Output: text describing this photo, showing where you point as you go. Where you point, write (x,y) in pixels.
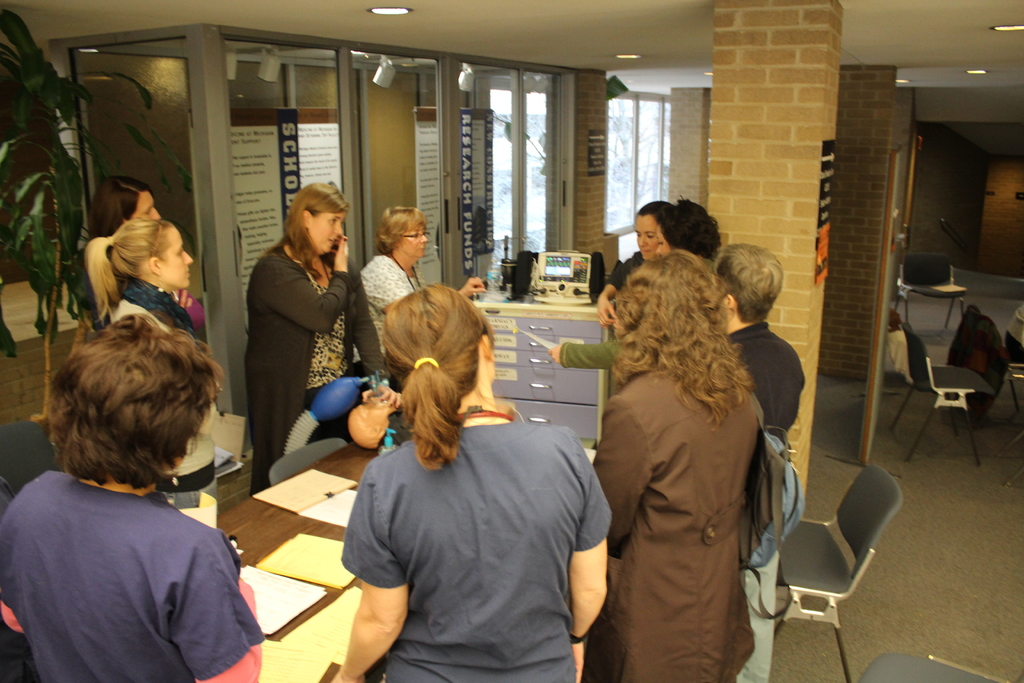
This Picture describe about a inside view of the training hall (494,492) in which a group of man and woman's (407,375) are standing around the table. In front we can see a woman (668,511) wearing brown jacket (731,523) is standing and seeing front, beside a another woman (445,621) wearing a blue color shirt (482,594) is standing. On the opposite we can see a woman (290,329) wearing black jacket (302,394) is holding the ventilation pipe (328,401) in the rubber mask (357,429). Beside a another woman (392,275) wearing white dress (406,279) is standing and listening to her. Behind we can see the glass cabinet (280,120) and spot light (381,67) on them and a grey drawer cart (506,355) on which computer screen (540,274) is placed and two glass window (543,154) and the brick pillar (802,184) in between the hall (747,301).
